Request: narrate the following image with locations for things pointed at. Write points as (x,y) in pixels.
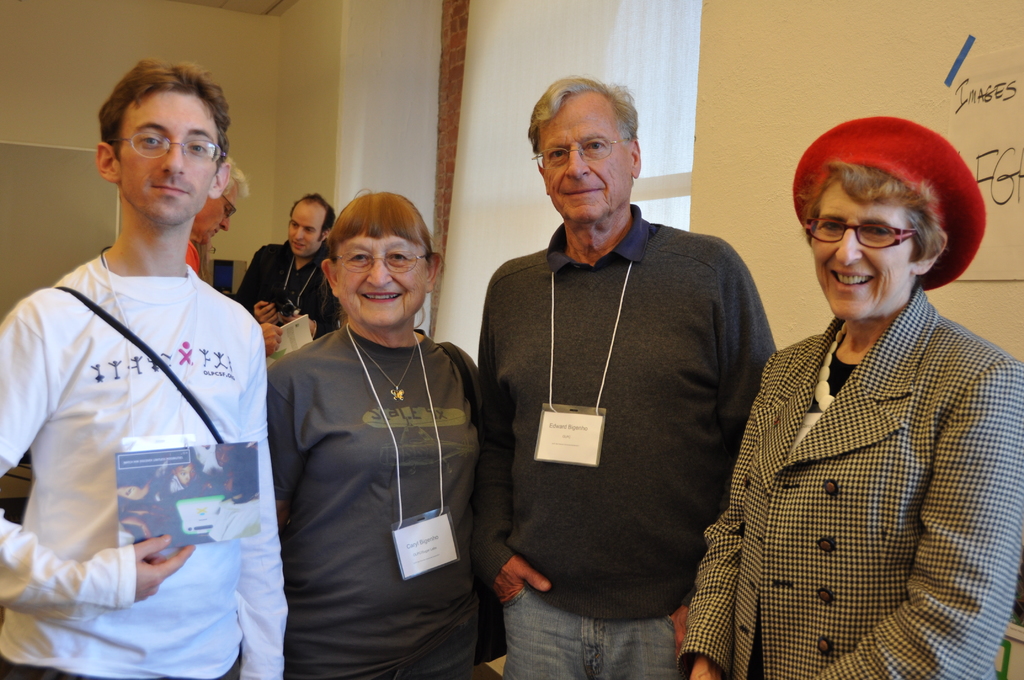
In this image, we can see four people (416,590) are standing. They are watching and smiling. Here a person (249,545) is holding a card (205,523). Background (762,155) we can see curtains (471,141), wall (755,94), poster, few people (287,243) and board (26,262). Here we can see two people (287,268) are holding some objects (287,323).
